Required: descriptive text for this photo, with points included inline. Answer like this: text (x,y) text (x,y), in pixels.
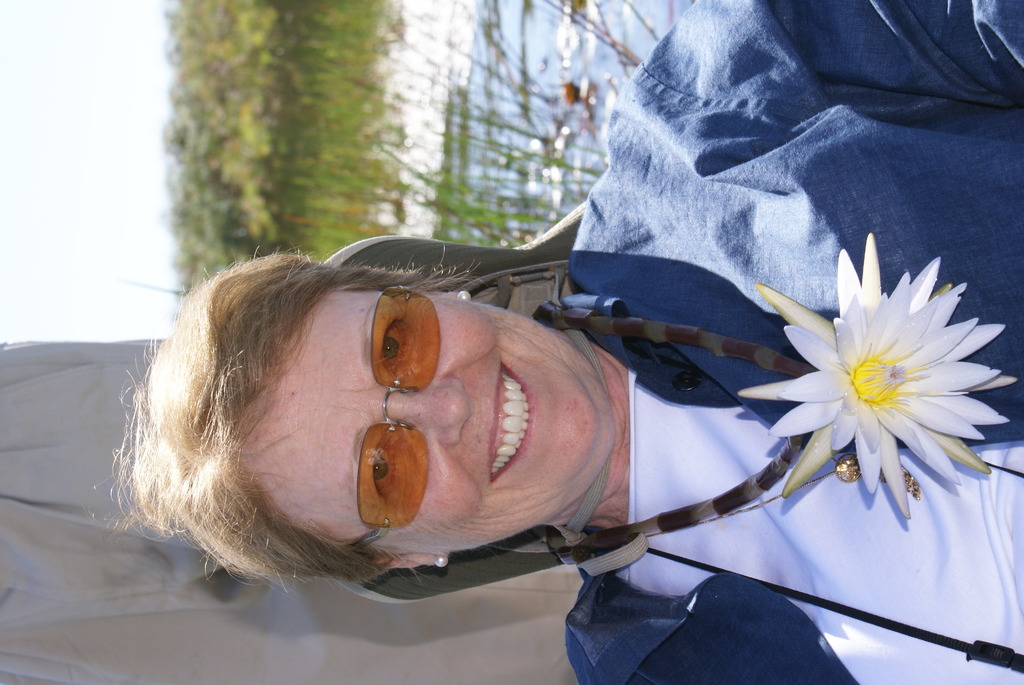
In this picture in the front (684,442) there is a woman (742,415) wearing goggles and smiling. In the background (262,160) there are trees (290,150) and there is water (497,106) and there is an object (108,519) which is behind the woman (292,560).
